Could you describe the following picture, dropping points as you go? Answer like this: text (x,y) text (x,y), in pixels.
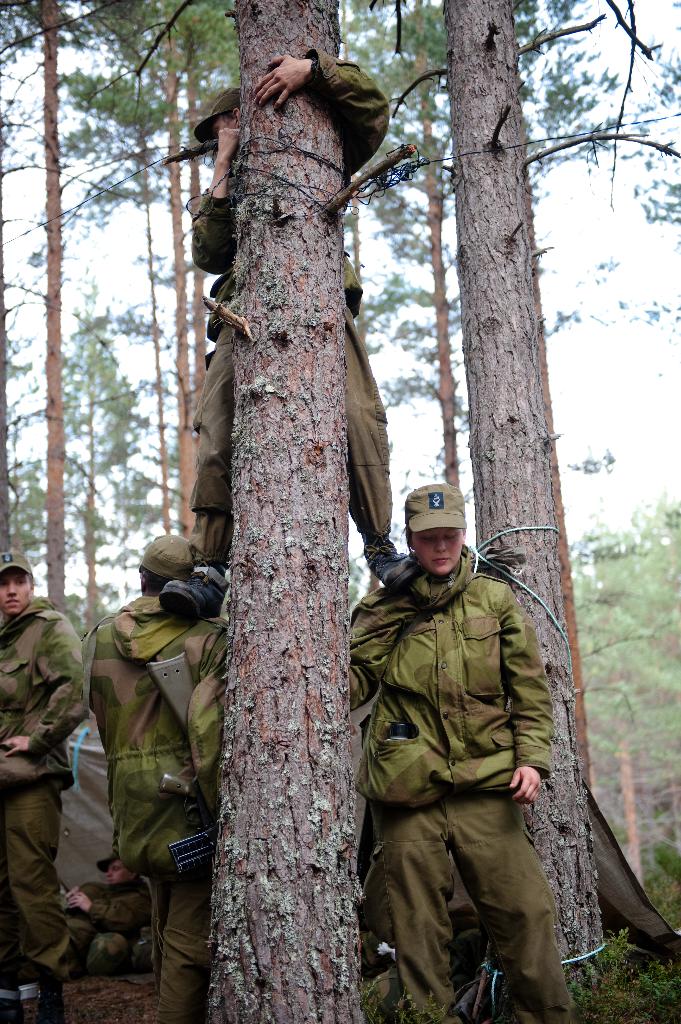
A beautiful girl (432,675) is standing, she wore coat (507,725), cap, trouser (475,850). On the left side (166,570) there are men (200,658), in the middle (249,572) a person (170,594) is climbing the tree (291,398), there are trees (317,446) in this image.
